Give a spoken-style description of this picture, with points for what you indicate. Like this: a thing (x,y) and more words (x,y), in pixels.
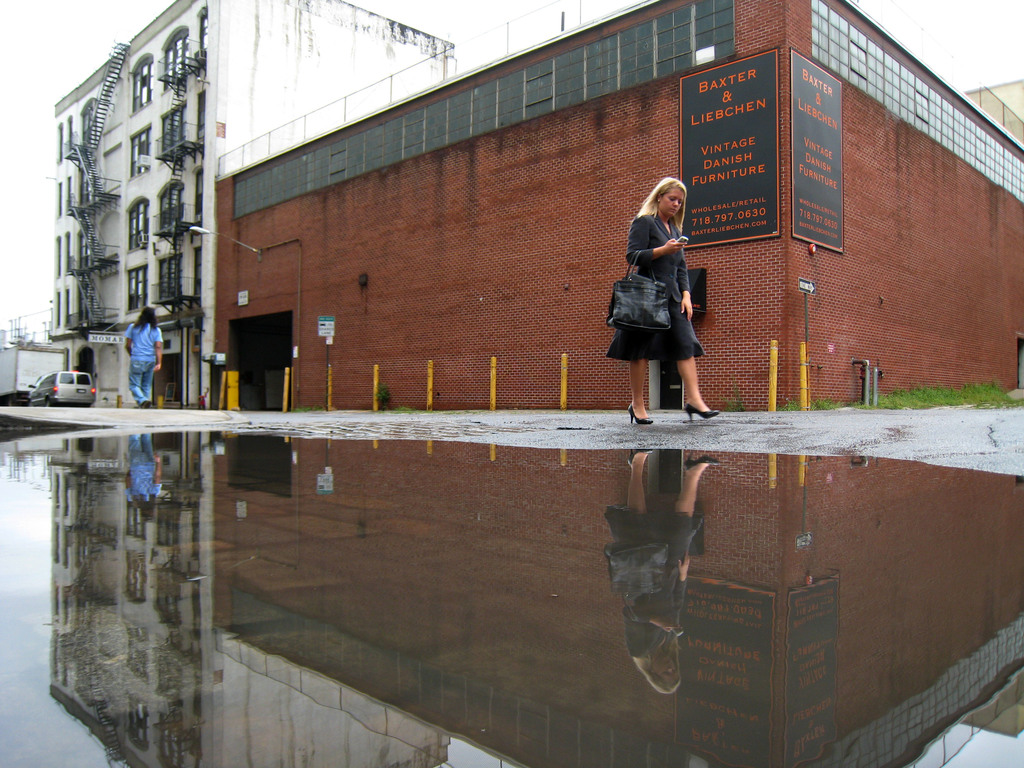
This image is clicked on the road (511,703). There is water (269,580) on the road (704,436). Beside the road (616,416) there are two people (136,359) walking. Behind them there are buildings (372,169). There are boards (743,127) with text (713,160) on the buildings (791,191). To the right (894,403) there's grass (978,391) on the ground (978,391). To the left (55,399) there is a car (46,382) parked. At the top (485,16) there is the sky (489,14).
